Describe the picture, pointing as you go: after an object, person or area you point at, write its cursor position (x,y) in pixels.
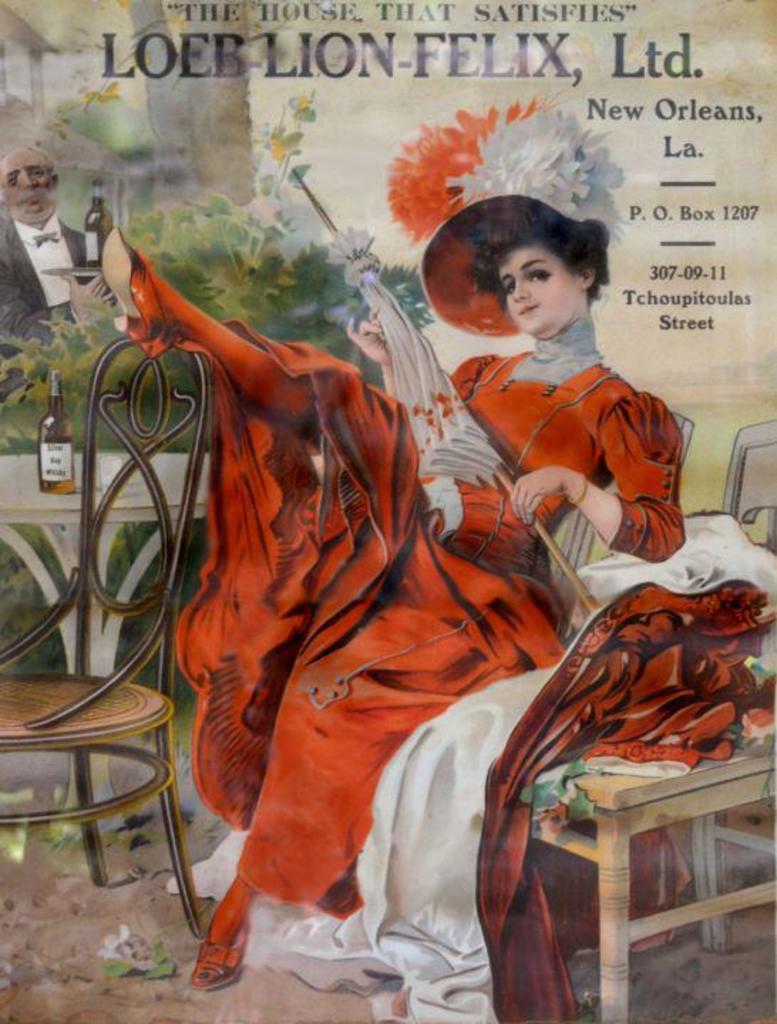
In this in front (253,663) there is a person (388,636) sitting on the chair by holding the umbrella (481,448). Around her there are chairs (749,754). Beside her there is a table (30,504) and on top of it there is a wine bottle (55,381). On the backside (19,200) there is a person (28,165) holding the wine bottle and in front of him there is a plant (225,291). Behind him there is some text (163,68) some written on the wall (708,284).
